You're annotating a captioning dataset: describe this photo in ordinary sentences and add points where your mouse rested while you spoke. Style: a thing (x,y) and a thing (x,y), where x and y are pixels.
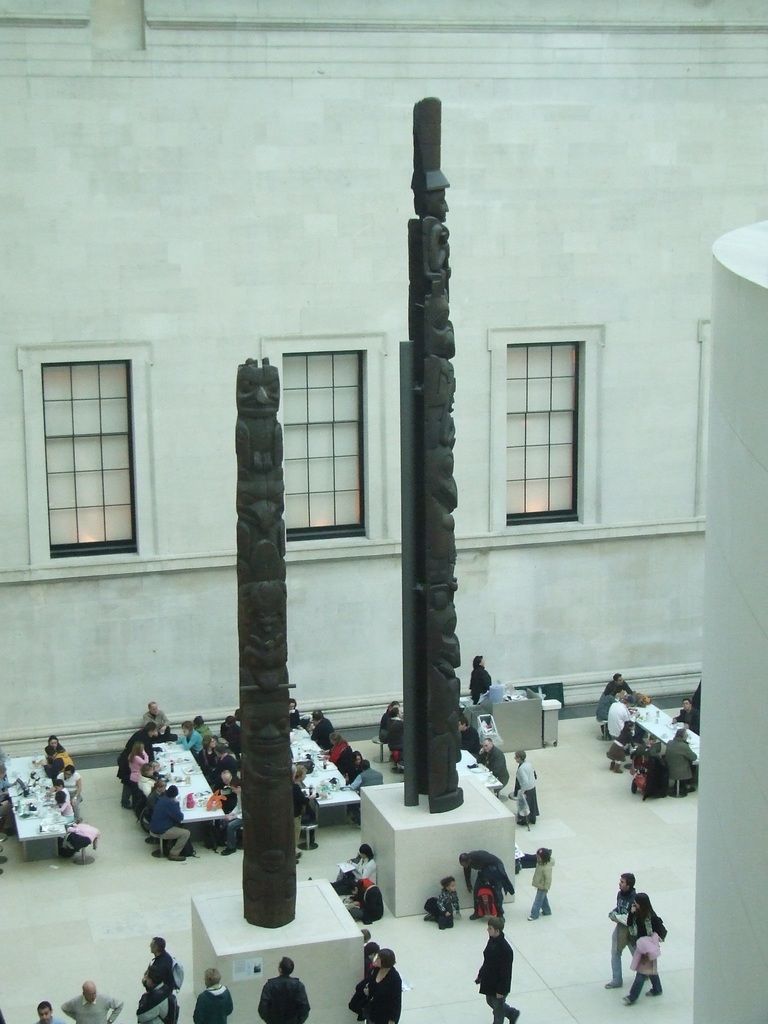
This picture shows an inner view of a hall (553,563) and we see few windows (101,505) on the wall (588,570) and we see few people (174,796) seated and we see few tables (202,802) and few people (372,958) walking on the side and we see couple of statues (446,620).
